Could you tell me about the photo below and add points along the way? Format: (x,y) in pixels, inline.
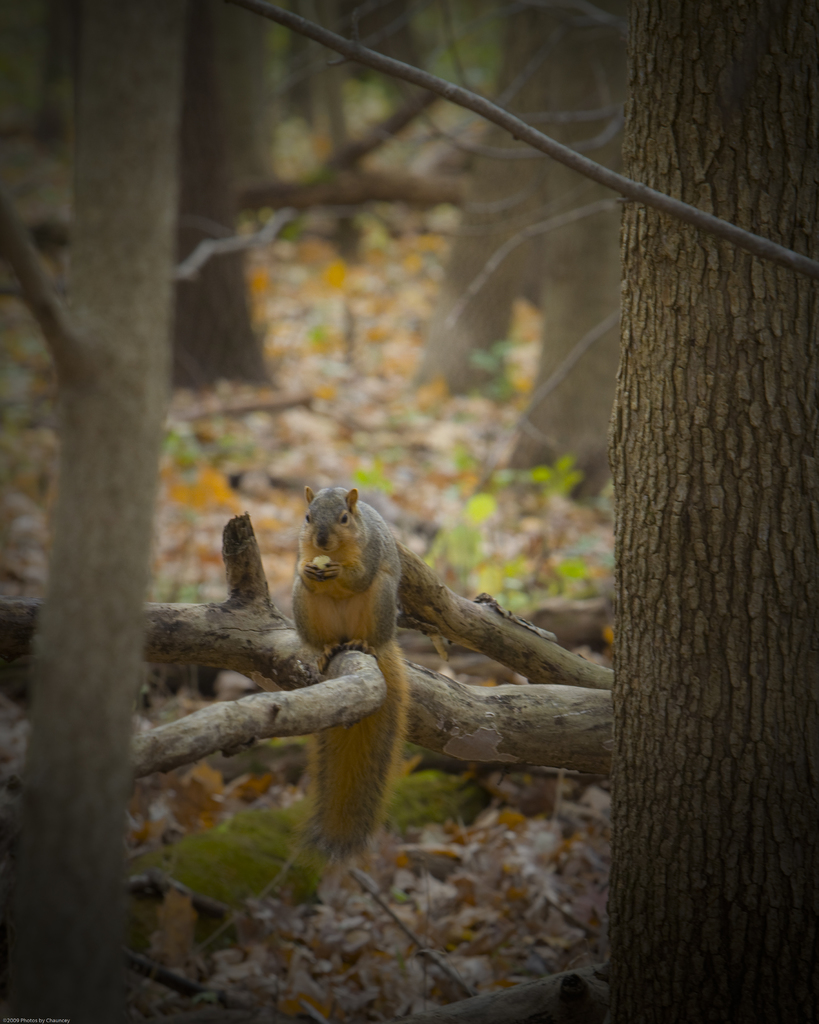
In the image there are trees (572,256) and there is a squirrel (375,625) sitting on the branch (362,664) of one tree (443,701).
